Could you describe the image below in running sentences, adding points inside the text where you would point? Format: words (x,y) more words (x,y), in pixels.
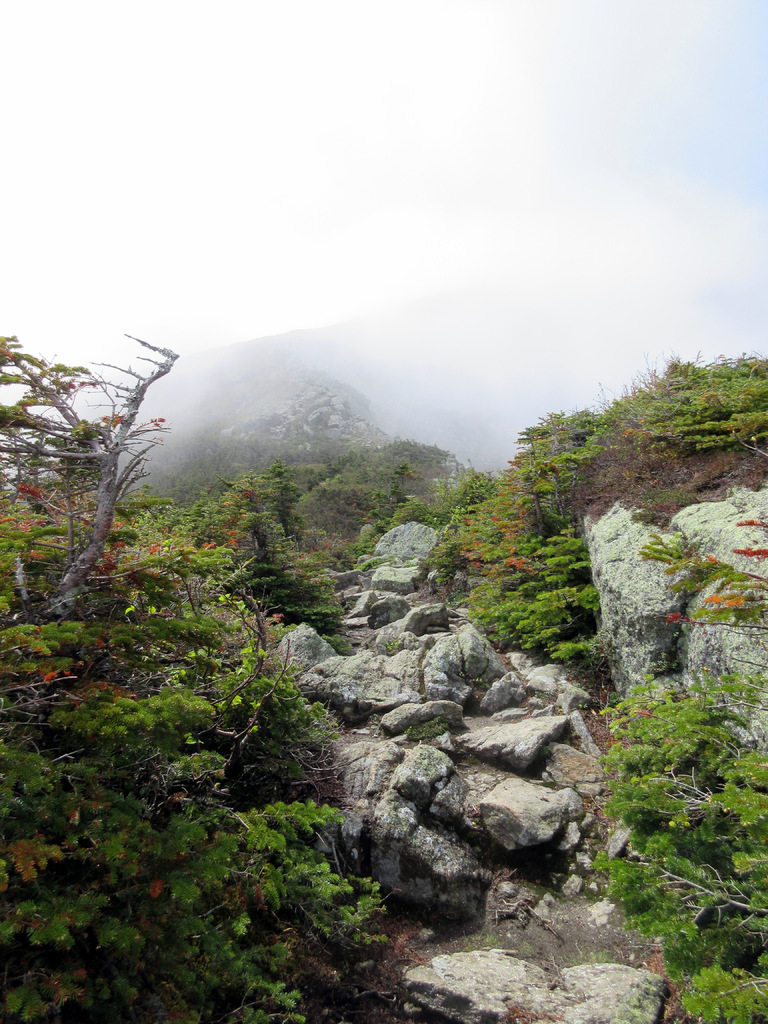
In this image we can see a tree (125,478) and plants (734,398) on the mountains (507,784). It seems like fog (323,225) at the top of the image (559,291).
